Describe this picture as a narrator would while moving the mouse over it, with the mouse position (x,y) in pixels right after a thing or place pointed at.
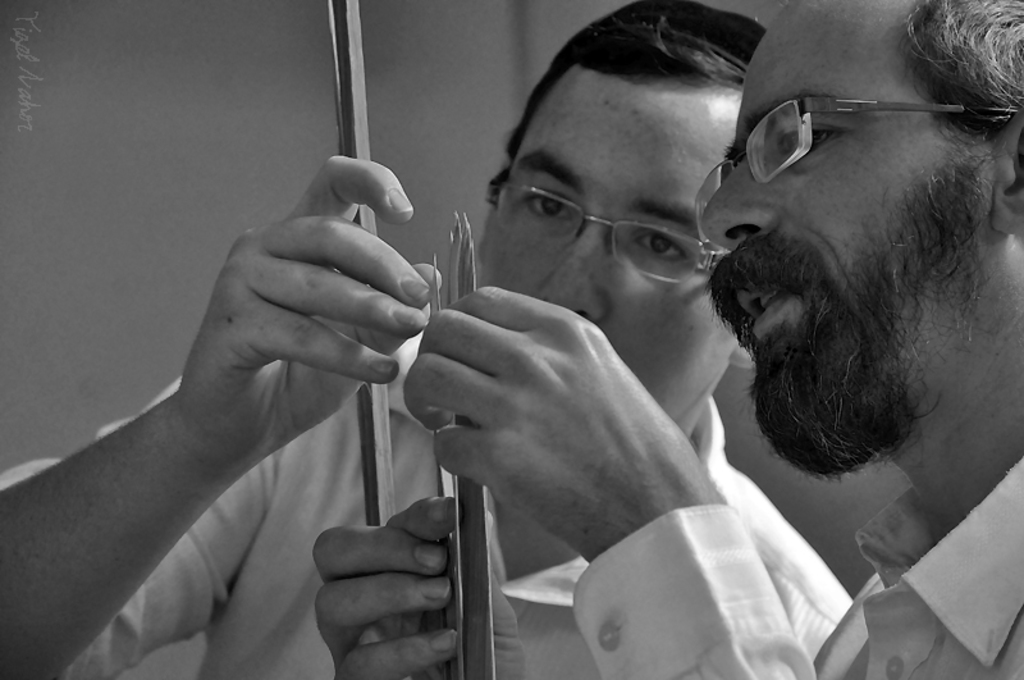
In this image there are two men (703,321), they are wearing spectacles (700,222), there are holding an object (486,504), there is text (35,74) towards the left of the image (17,47), at the background of the image (197,118) there is a wall (314,137), the background of the image (457,79) is gray in color.
